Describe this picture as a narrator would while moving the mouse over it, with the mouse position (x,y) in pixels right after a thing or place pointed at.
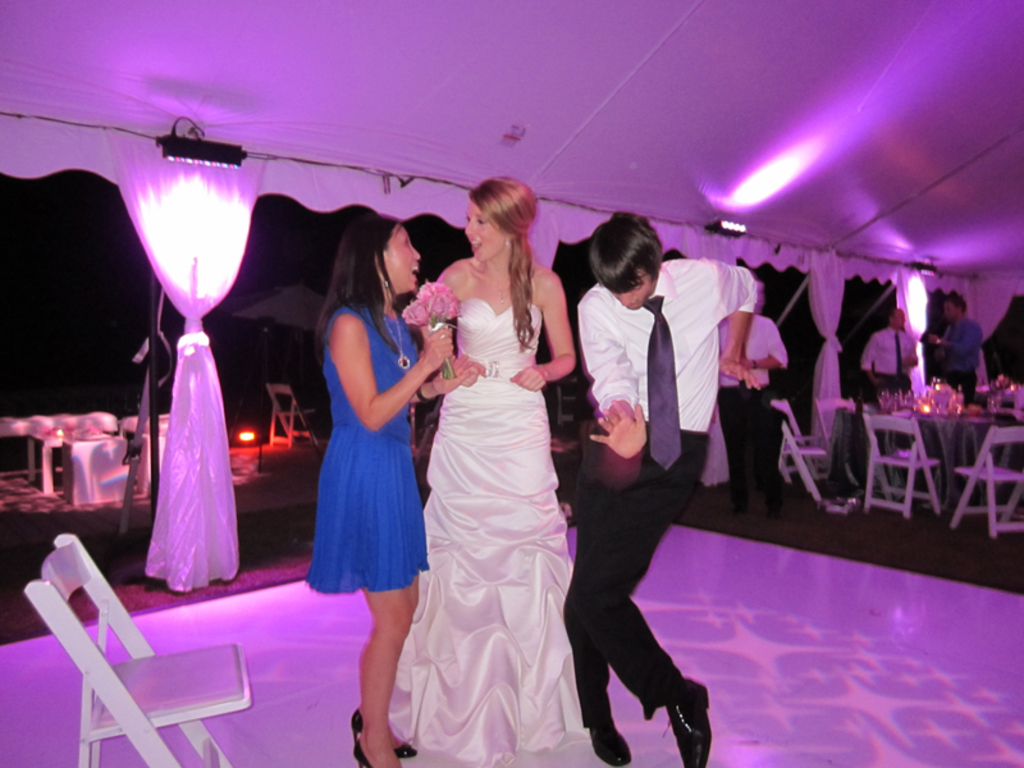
In the center of the image (349,304) we can see people (674,483) standing. The lady (400,248) standing on the left (335,337) is holding a bouquet (438,287) and there are chairs (114,695). We can see tables (961,425). In the background (969,345) there are people (909,352), curtains (227,170) and lights (214,160).
